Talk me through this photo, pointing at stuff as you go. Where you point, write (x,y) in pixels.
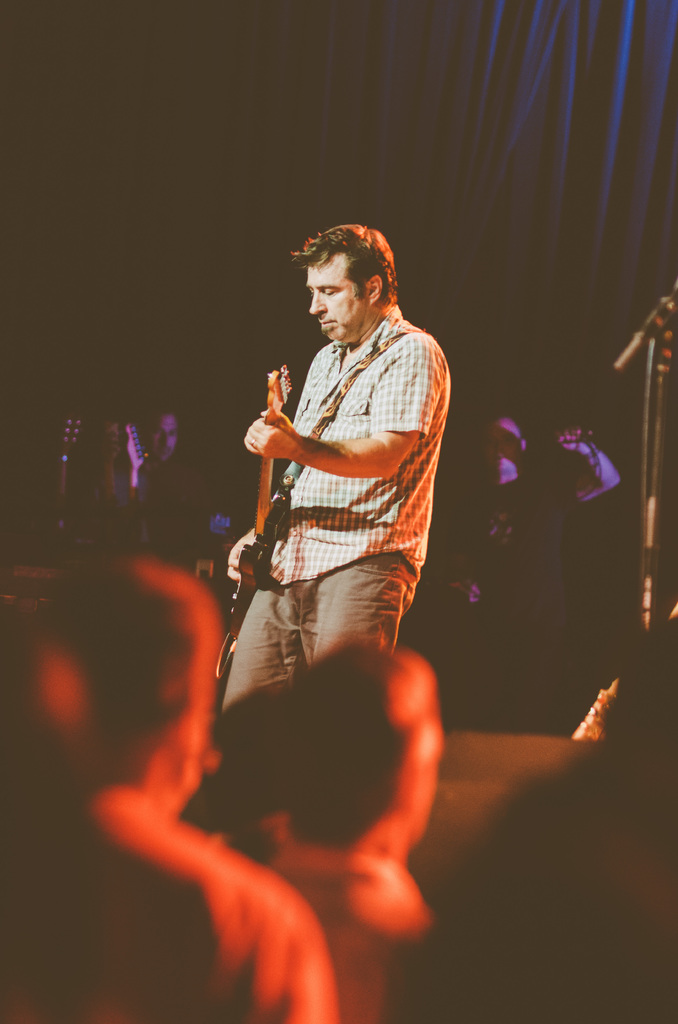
A person (324,480) wearing a check shirt (314,483) is holding a guitar (263,490) and playing. There are some persons (339,794) in the front (392,846).
